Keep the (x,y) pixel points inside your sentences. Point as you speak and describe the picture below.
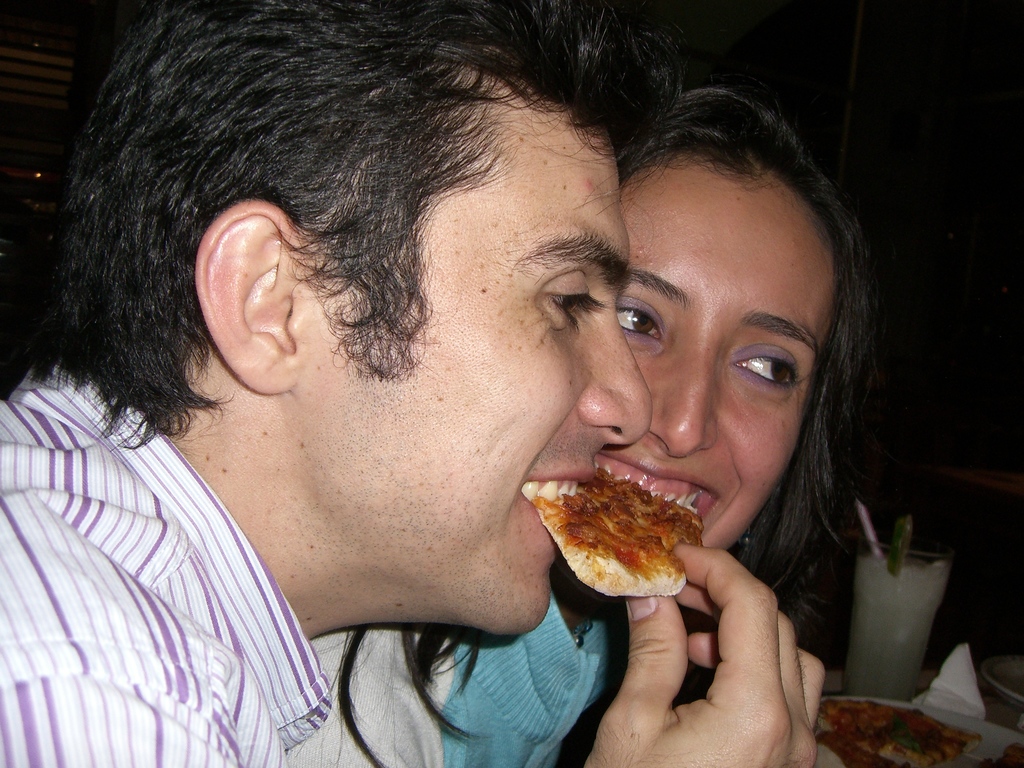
In the image there is a man (407,555) eating pizza (619,563) and behind him there is a woman (701,276) smiling and in the back (848,704) there is dining table (895,706) with plate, soft drink glass (879,649) on it.
